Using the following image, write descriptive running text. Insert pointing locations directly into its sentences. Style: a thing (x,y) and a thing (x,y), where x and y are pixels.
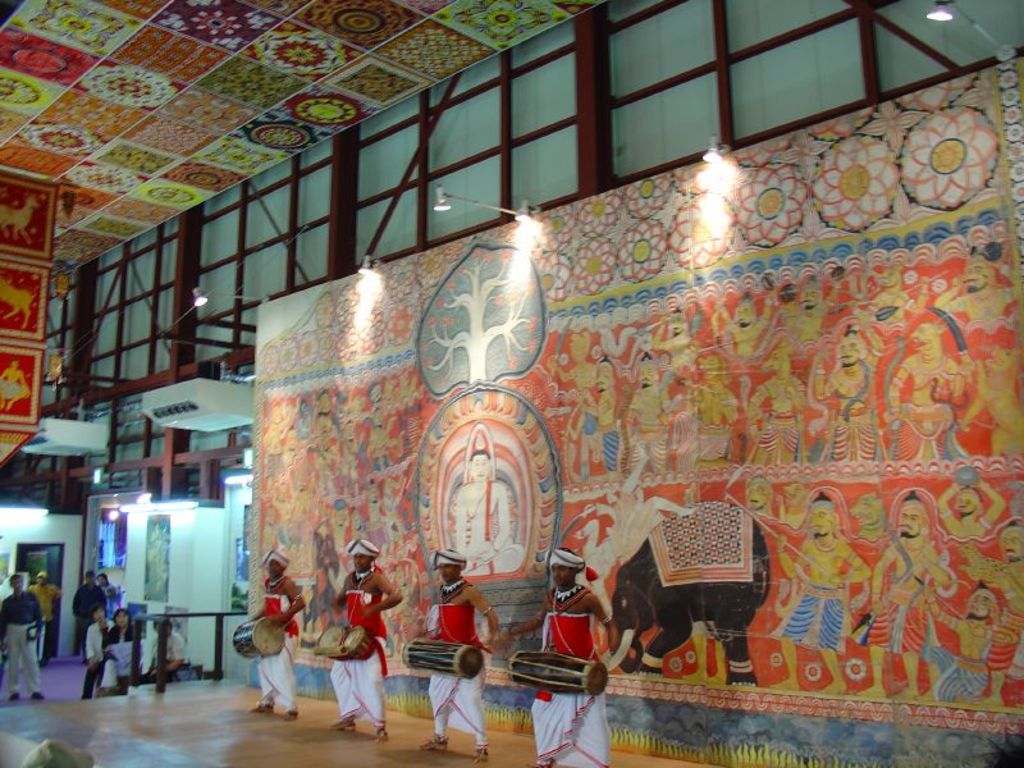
In this image we can see a group of people (471,613). Here four persons (591,629) are holding musical instruments (535,652). In the background of the image (583,389) there is a painted wall (698,385). At the top of the image (447,124) there are lights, iron rods (92,267), glasses (478,117) and ceiling (81,165).
